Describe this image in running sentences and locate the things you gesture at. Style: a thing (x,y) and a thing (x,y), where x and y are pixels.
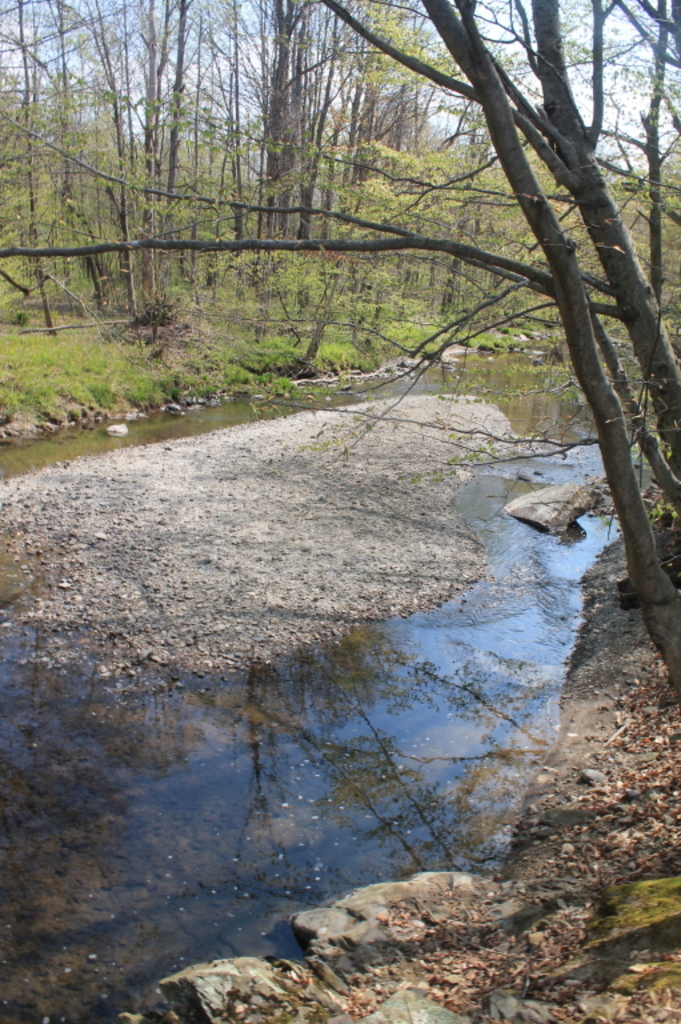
There is a stream (436,630) in the picture which is almost dried and there is some sand (262,502) at the center of the stream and the background (353,201), we can observe some trees (278,188) there, looking like a forest (48,215). There is a sky (218,60). In the stream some stones (547,496) are presented.
